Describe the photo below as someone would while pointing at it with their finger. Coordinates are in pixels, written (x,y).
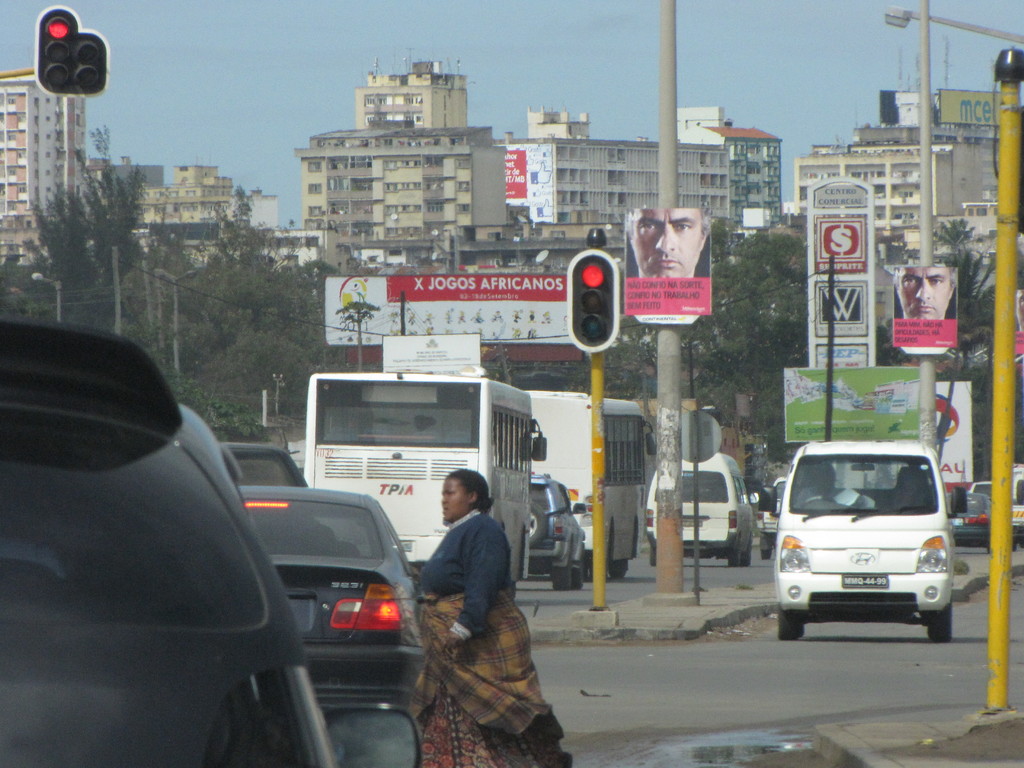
There is a woman (428,657) walking. We can see vehicles (645,518) on the road (829,694), traffic signals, light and boards (953,284) on poles (1013,239). In the background (776,292) we can see trees (208,359), buildings (430,95) and sky (399,63).
